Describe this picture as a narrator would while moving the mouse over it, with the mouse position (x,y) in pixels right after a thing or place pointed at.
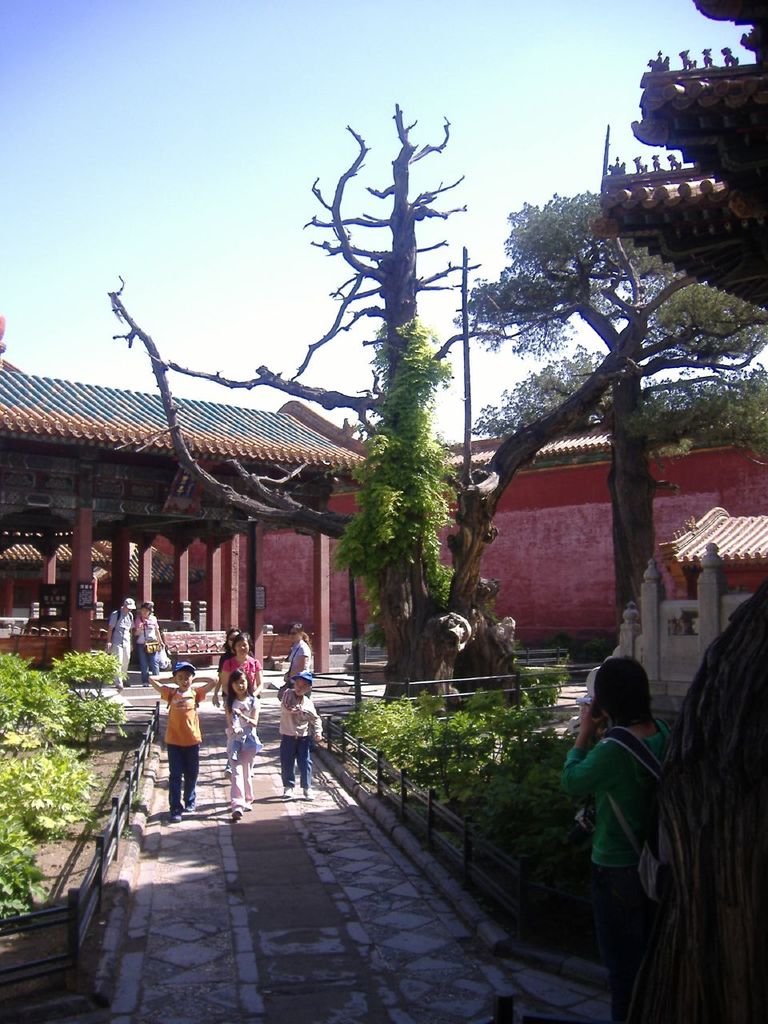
As we can see in the image there are houses (568,537), plants (43,771), trees (454,641), few people (303,732) here and there and a sky (259,219).
